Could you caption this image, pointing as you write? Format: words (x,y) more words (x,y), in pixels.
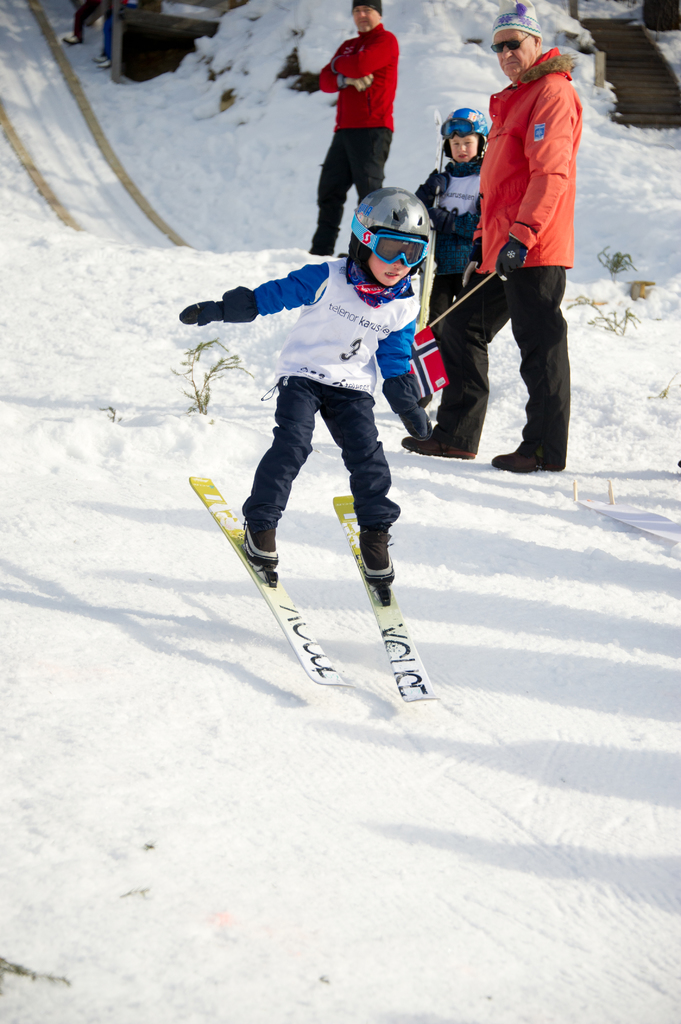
In the center of the image (391,345) we can see a boy (380,299) wearing helmet (402,219), goggles (391,253) and skis (256,568). In the background (519,306), we can see group of persons (374,150) are standing on the snow (516,500).
